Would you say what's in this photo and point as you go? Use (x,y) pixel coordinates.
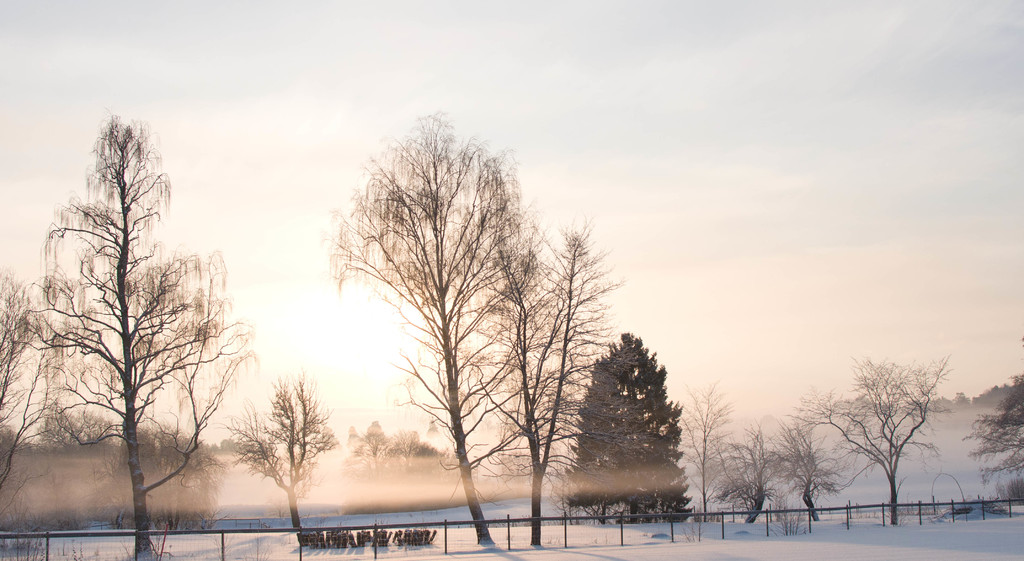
These are the trees (535,440) with branches (787,456) and leaves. This looks like a fence (509,534). I think this is the snow (890,547).
